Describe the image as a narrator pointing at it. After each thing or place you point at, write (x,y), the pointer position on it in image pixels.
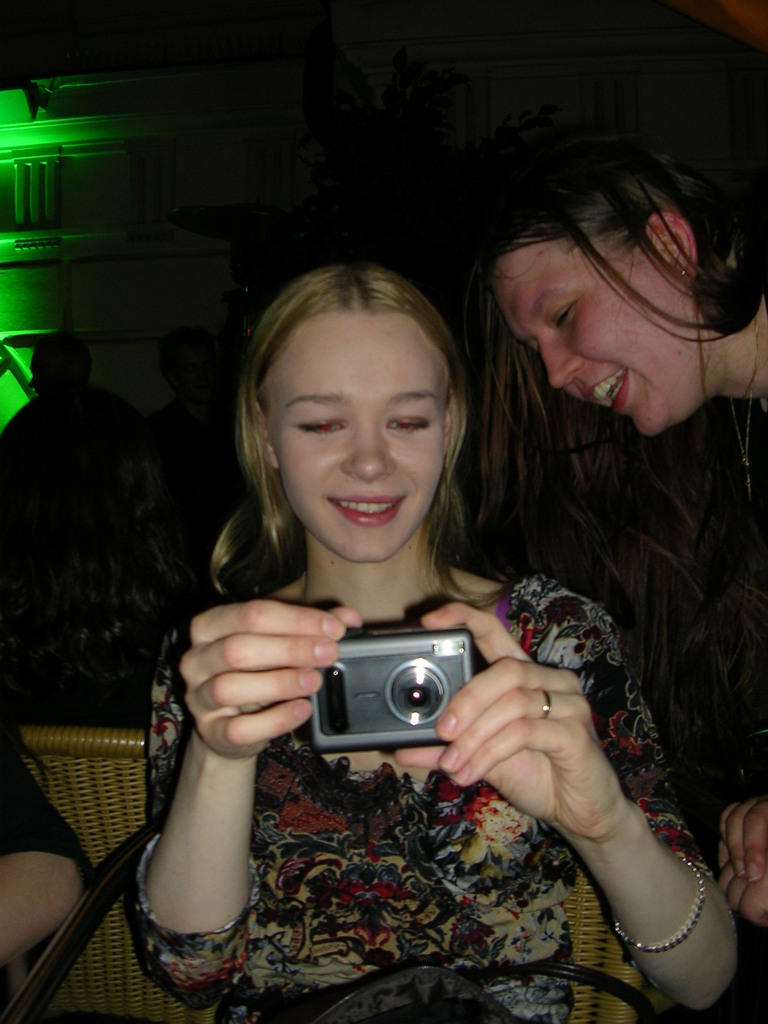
There is a woman (289,618) sitting in the chair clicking a picture with a camera (379,686) and smiling. There is another woman (610,315) beside her.
